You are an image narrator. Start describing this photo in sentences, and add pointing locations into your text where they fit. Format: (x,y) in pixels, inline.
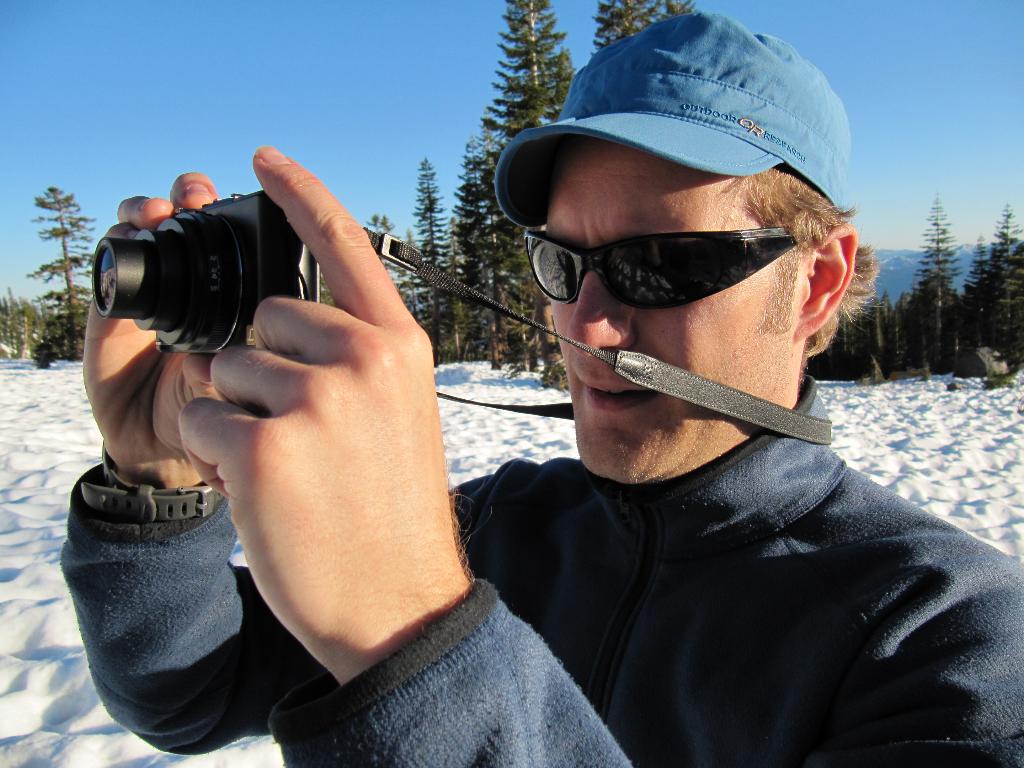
In this image the person (351,414) is holding a camera (207,282). At the back side (481,240) there is sky (241,110), snow (484,428) and a trees (443,225).
